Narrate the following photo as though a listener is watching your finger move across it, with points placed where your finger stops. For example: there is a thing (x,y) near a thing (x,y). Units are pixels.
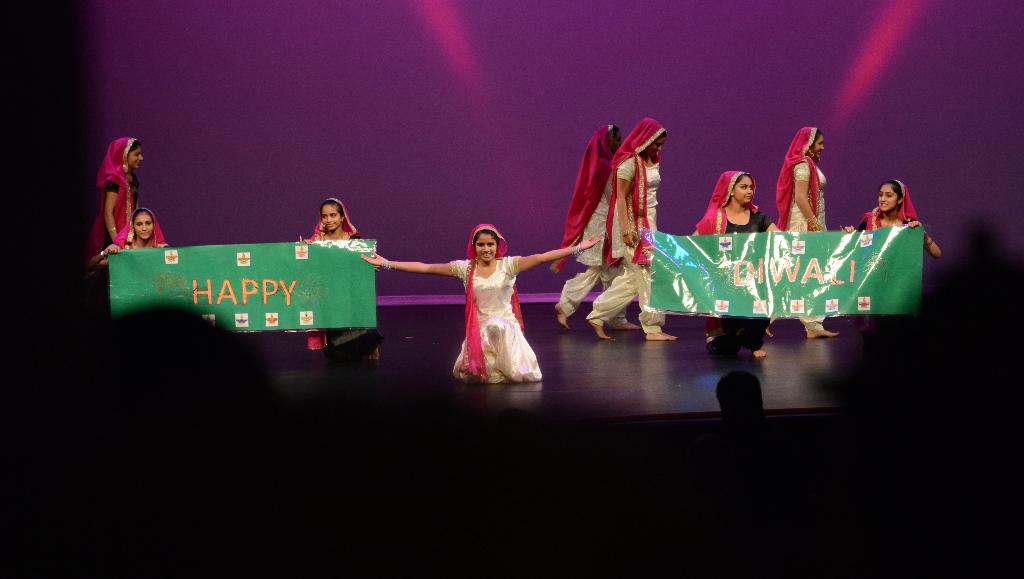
In this image I can see the black colored stage (605,383) and on it I can see few persons (643,219) wearing pink and cream colored dresses (631,170) are standing and one of them is sitting. I can see few persons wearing pink and black colored dress (342,226) are sitting and holding two banners (300,279) which are green in color. In the background (439,127) I can see a huge screen (422,80).
